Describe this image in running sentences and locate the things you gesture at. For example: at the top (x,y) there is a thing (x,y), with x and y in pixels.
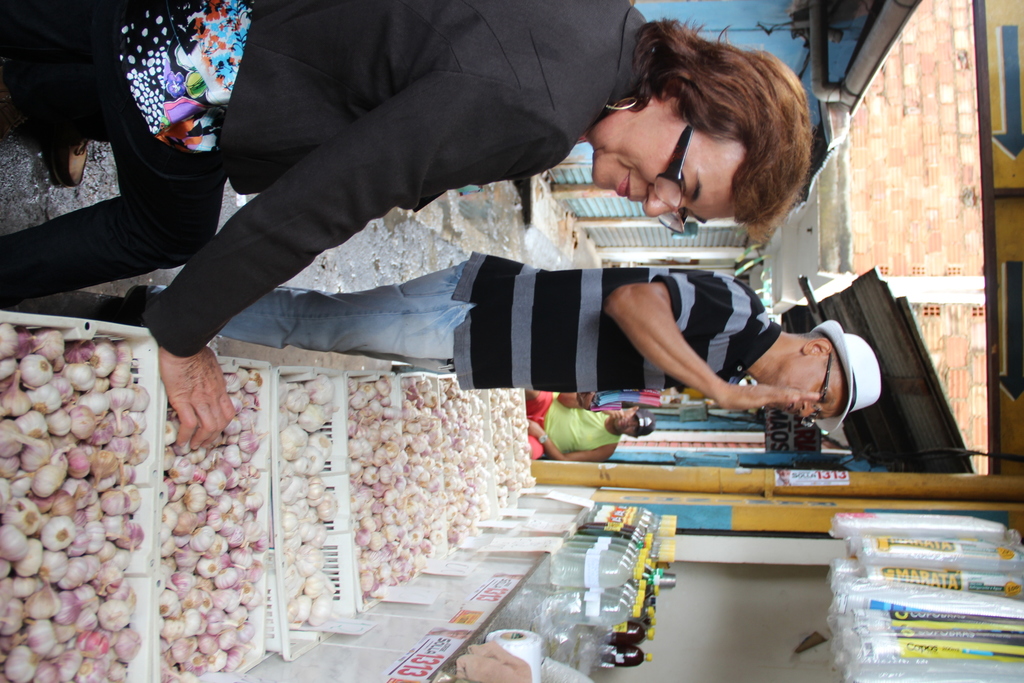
In this picture we can observe a woman (409,125) near the garlic basket (157,479). We can observe a person (560,335) wearing a white color hat (861,383). He is standing. Both of them are wearing spectacles (664,189). In the background (609,421) there is another person (584,417) sitting, wearing black color cap (645,434) on his head (633,427). There are some disposable glasses (901,589). We can observe some bottles (575,567) here. In the background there is a wall (908,192).
